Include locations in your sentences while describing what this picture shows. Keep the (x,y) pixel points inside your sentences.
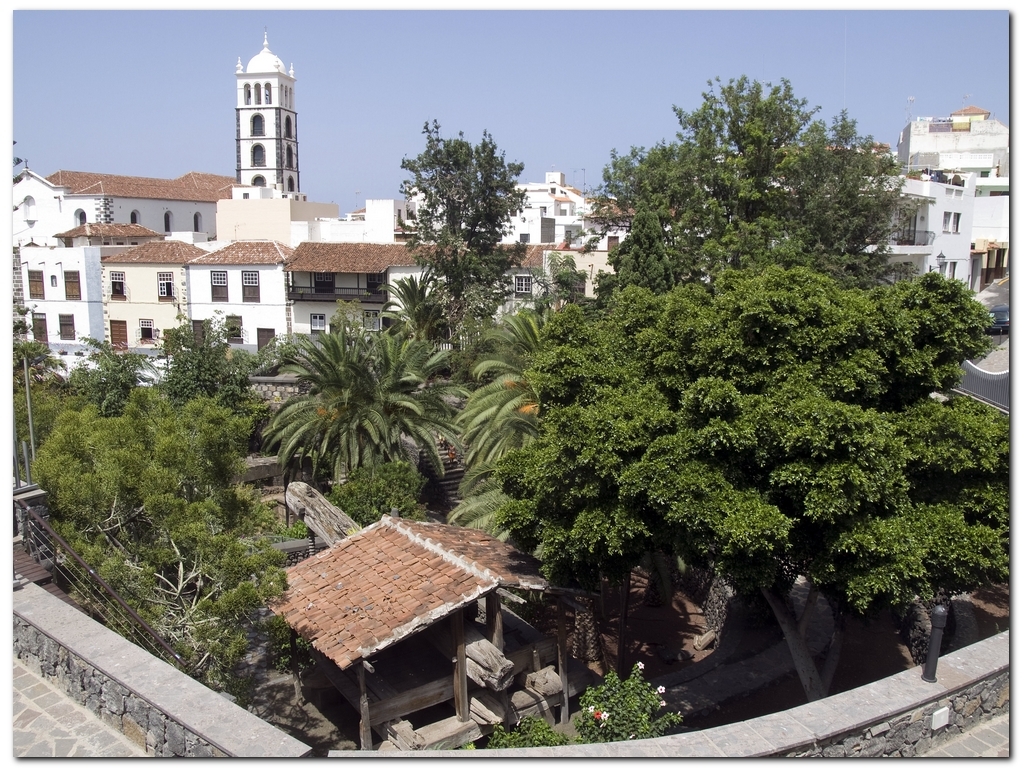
There are trees (608,530) and buildings (76,255) which are having windows (332,277) on the ground (775,696). In the background (518,51), there is the blue sky (505,48).
